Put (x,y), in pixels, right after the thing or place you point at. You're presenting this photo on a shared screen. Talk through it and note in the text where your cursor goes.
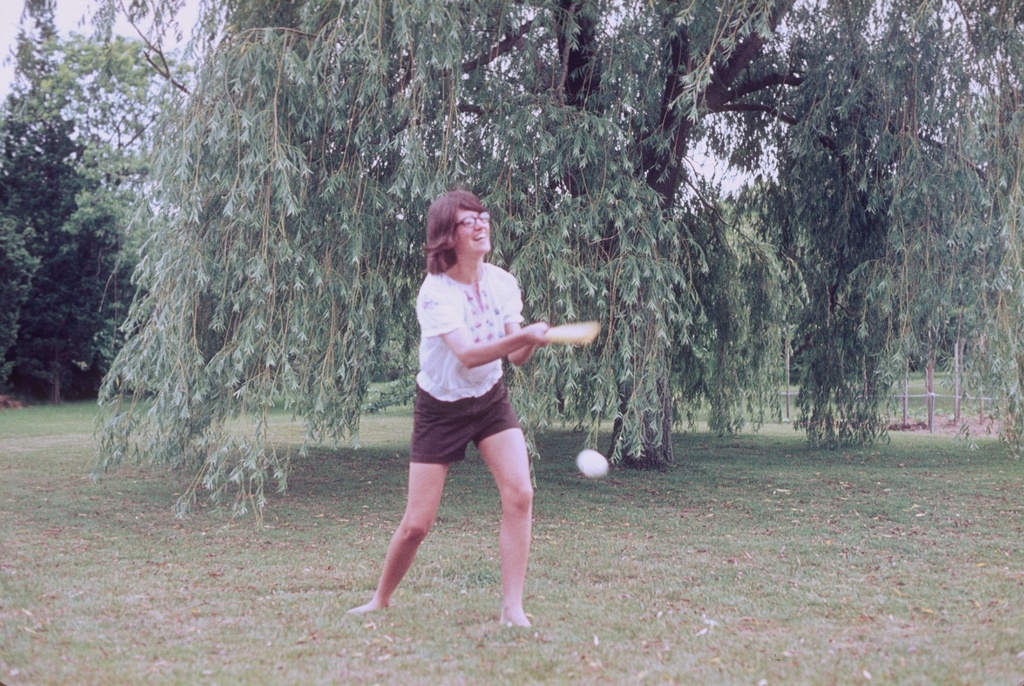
In this image I can see a woman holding a bat (586,329), standing on the ground (204,627) and she is smiling, at the top (227,189) I can see the sky (726,185) and tree (418,204).
